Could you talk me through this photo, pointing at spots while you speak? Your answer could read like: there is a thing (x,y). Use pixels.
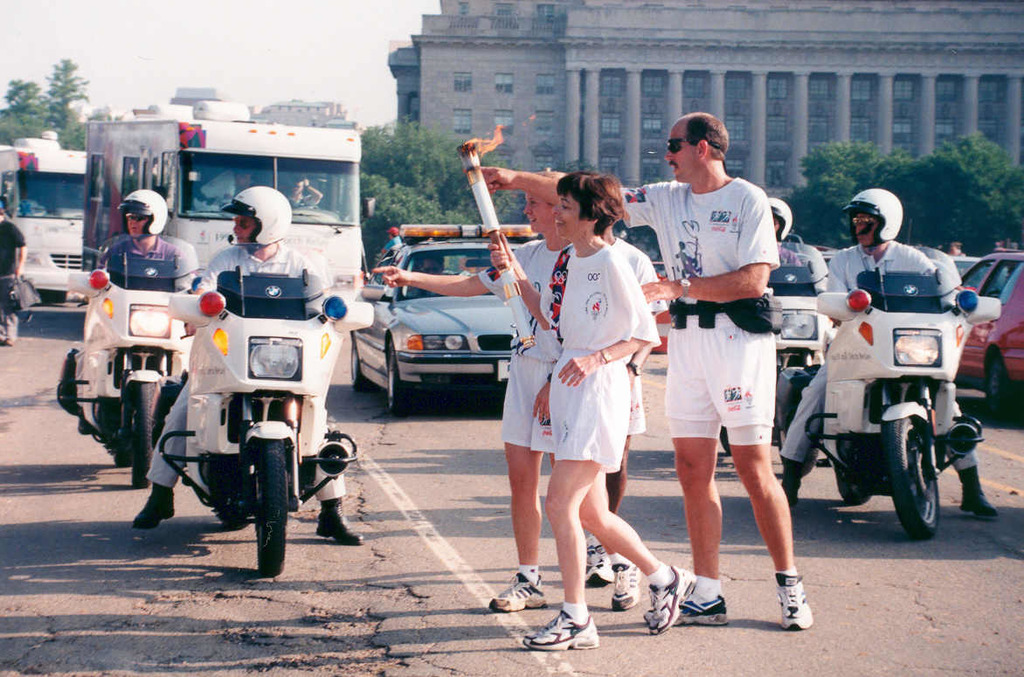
This picture is taken on the road side (732,633), In the right side (698,433) there are some people (665,284) standing and in the middle (490,332) there are some bikes (248,362), cars (501,350) and there is a bus (307,207) which is in white color, In the background (563,83) there are some green color trees (983,171) and there is a building (599,69) which is in brown color.
